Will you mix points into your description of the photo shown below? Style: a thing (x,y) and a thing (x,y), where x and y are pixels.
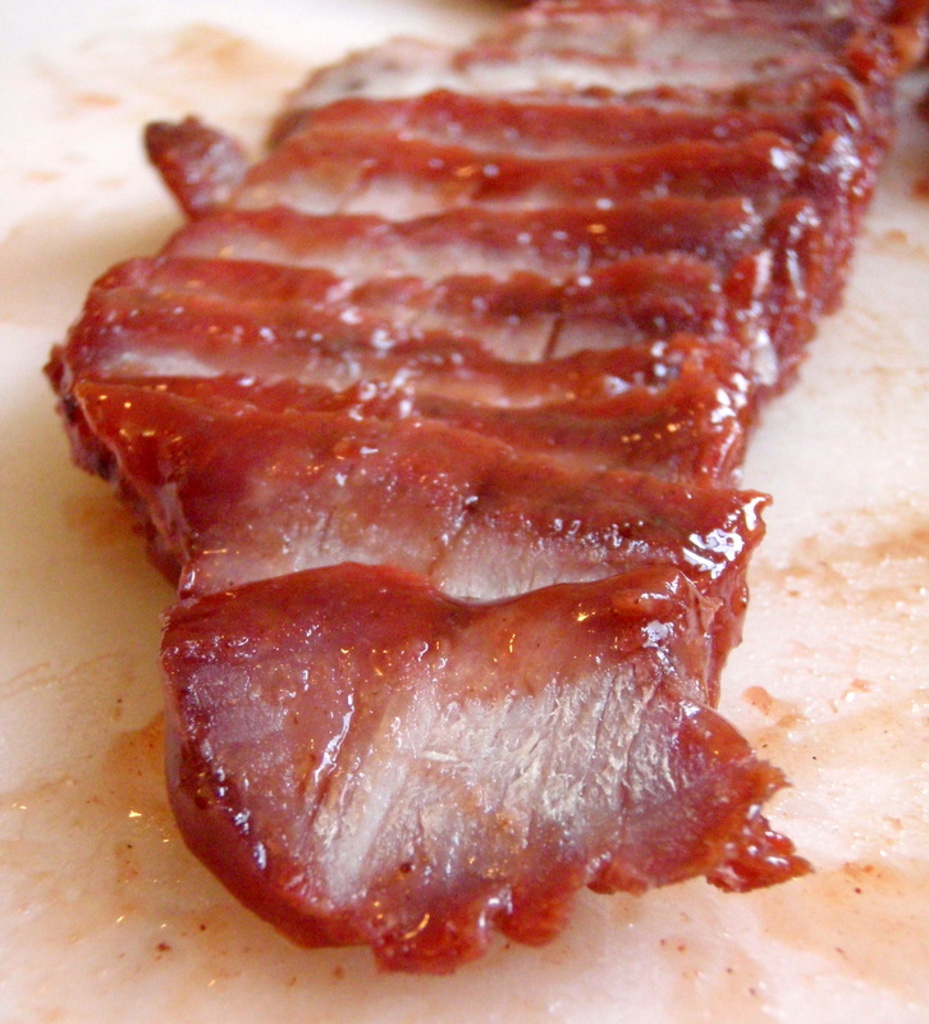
In the center of the image (394,500), we can see meat (448,483) on the plate (787,914).
